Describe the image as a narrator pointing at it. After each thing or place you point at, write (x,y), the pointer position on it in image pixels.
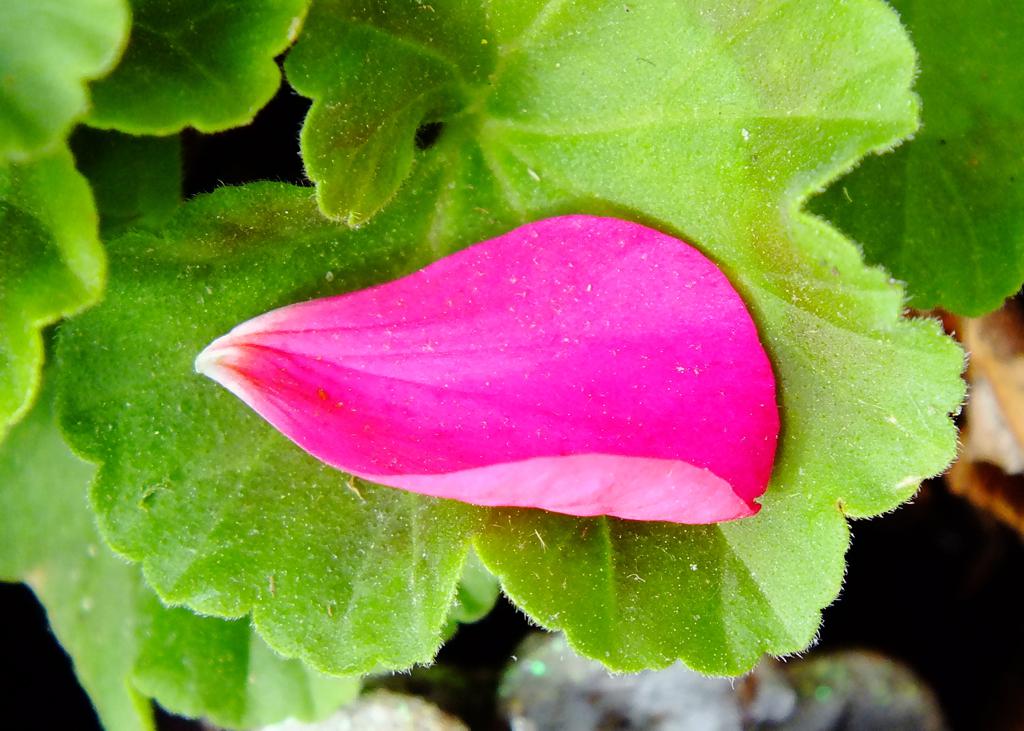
In the center of the image (511,354) we can see flower petal (534,352) and leaves (423,47).
